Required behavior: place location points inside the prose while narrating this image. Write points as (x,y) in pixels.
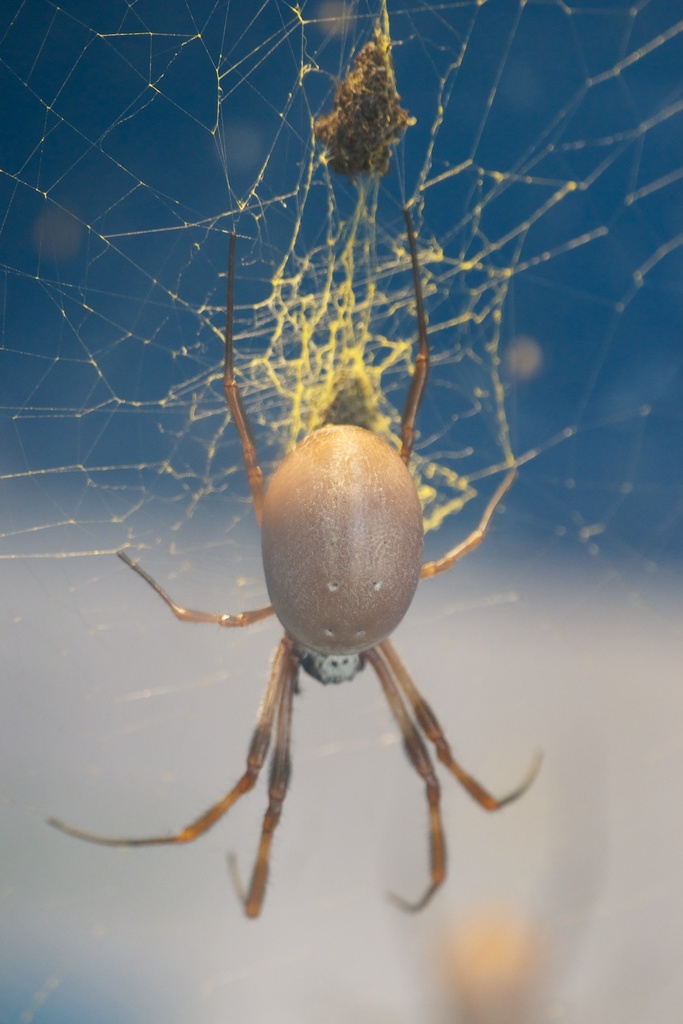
In this I can see a spider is in the spider's web (276,200).
